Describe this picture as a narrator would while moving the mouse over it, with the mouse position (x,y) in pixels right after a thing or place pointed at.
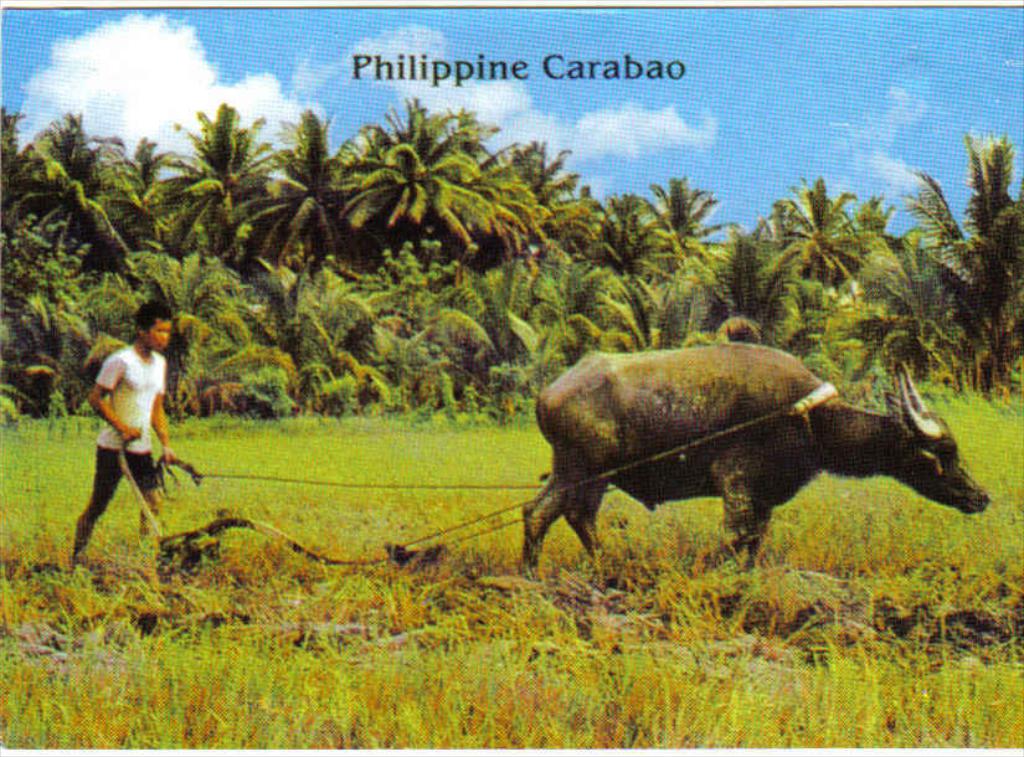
There is a man (104,487) holding a rope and object (186,538). We can see animal (644,483), ropes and tool (173,571). We can see grass (12,519).
